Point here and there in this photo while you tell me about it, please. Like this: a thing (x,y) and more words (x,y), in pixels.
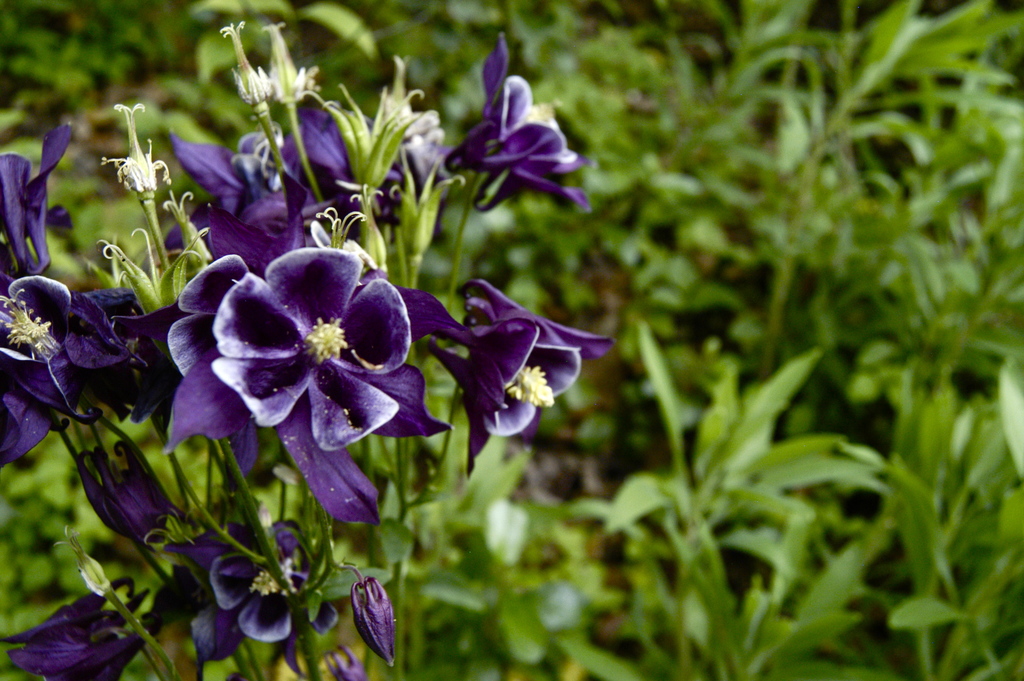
In the foreground of the pictures there are flowers (272,403) and a plant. The background (871,138) is blurred. In the background (711,443) there is greenery (668,112).
